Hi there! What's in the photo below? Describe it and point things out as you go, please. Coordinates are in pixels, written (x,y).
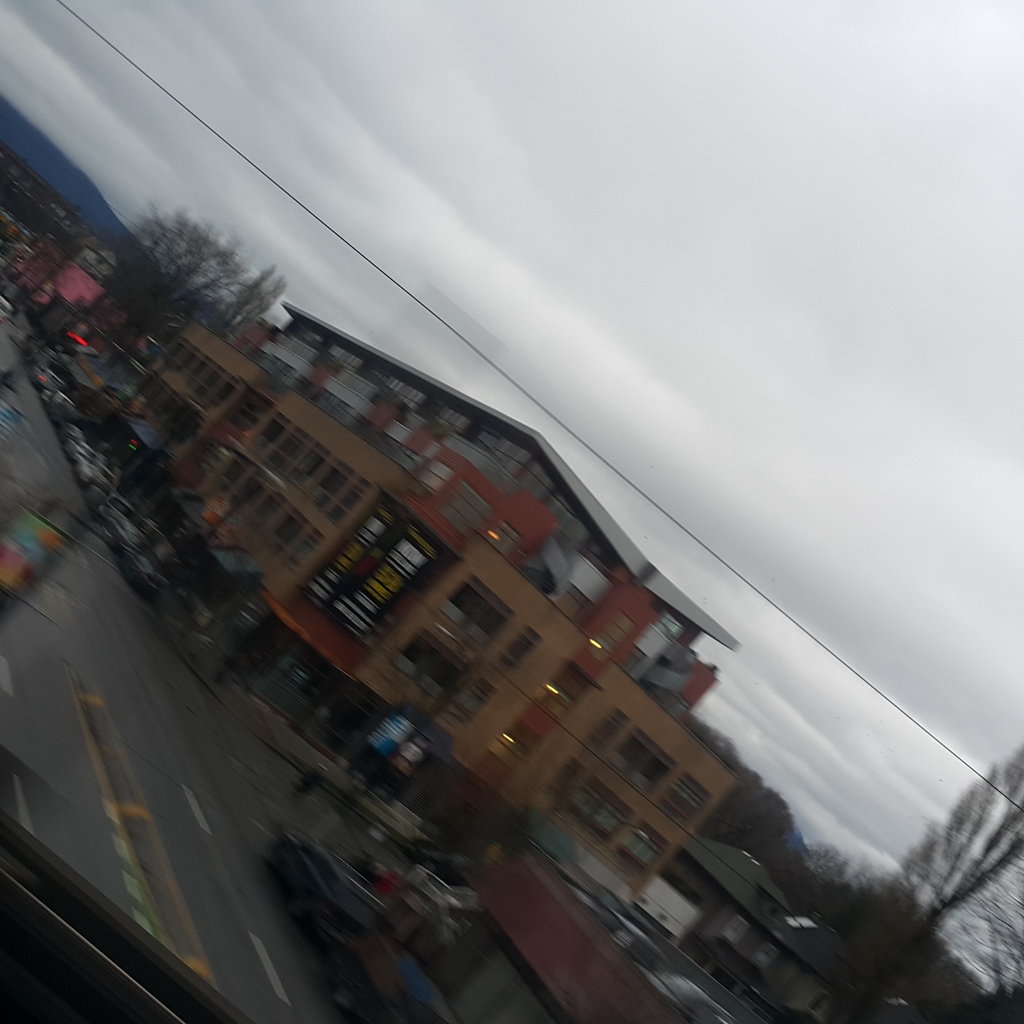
In this picture we can see few buildings (589,978), trees (949,999) and vehicles (39,379) on the road (99,860). There are some boards (402,735) on the pole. Sky (948,506) is cloudy.
